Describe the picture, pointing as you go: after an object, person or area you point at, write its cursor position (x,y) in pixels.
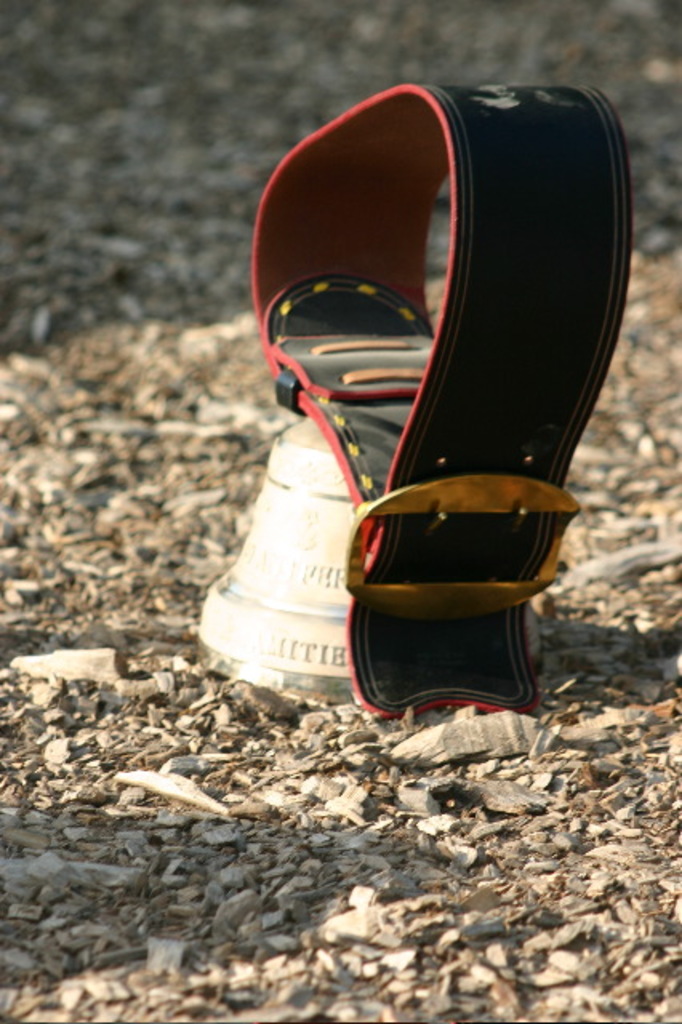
In the center of the picture (328,592) there is a belt (349,570) and a white color object (290,571), around them there are stones (311,724). At the top (266,69) it is blurred.
